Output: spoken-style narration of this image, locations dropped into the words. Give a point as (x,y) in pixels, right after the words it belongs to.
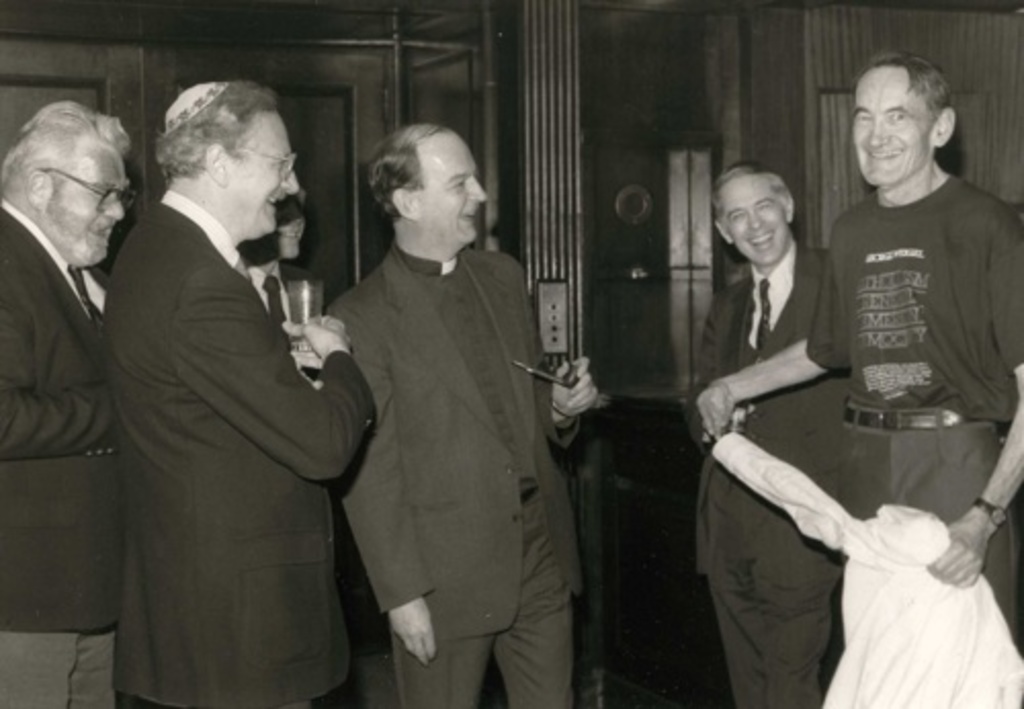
In this image I can see group of people (204,417) standing. In front (193,299) the person (221,304) is holding a glass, background I can see few other people (286,272) standing and the image is in black and white.
